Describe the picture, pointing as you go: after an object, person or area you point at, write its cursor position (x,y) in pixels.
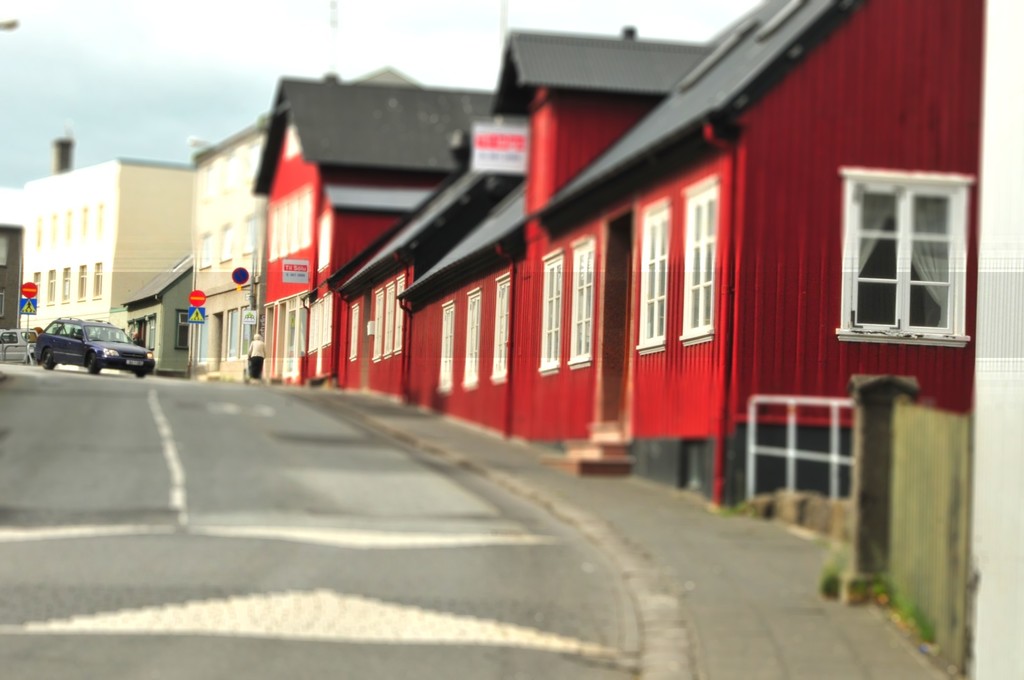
In this image I can see a black car (62,345) on the road (241,453). There are sign boards (251,313) and buildings (496,224) on the right (798,242). There is a white fence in the front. There is sky (228,88) at the top (228,88).
